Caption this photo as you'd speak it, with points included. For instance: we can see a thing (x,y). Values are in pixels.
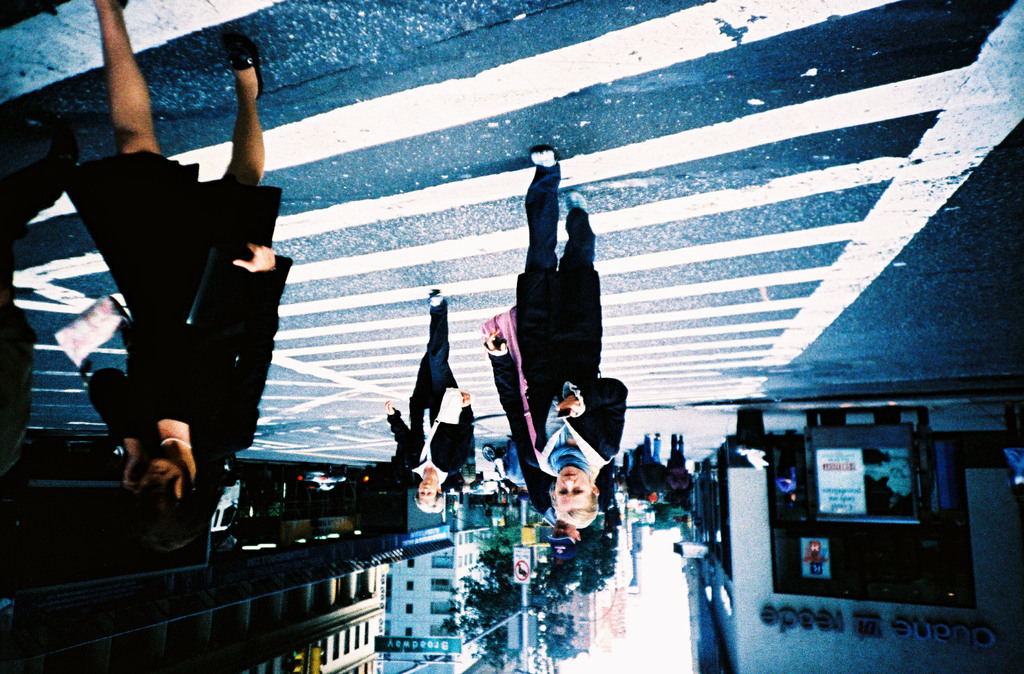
In this image I can see road (685,283) and on it I can see white colour lines (638,321). I can also see few people (433,498) are standing and I can see all of them are wearing black dress (157,342). In the background (443,650) I can see few poles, a sign board (517,582), few buildings (785,596), few signal lights (297,664) and I can see something is written over there.
